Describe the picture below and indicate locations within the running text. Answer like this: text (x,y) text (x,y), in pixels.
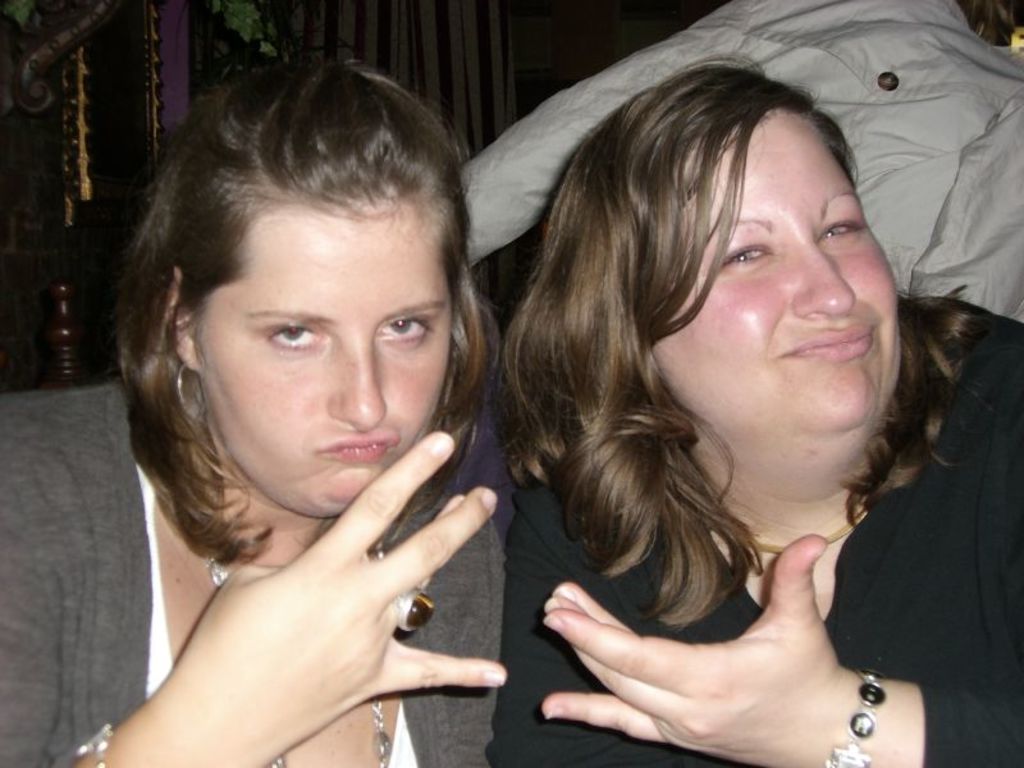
There are two women (836,502) posing to a camera and there is a cloth (912,169).
